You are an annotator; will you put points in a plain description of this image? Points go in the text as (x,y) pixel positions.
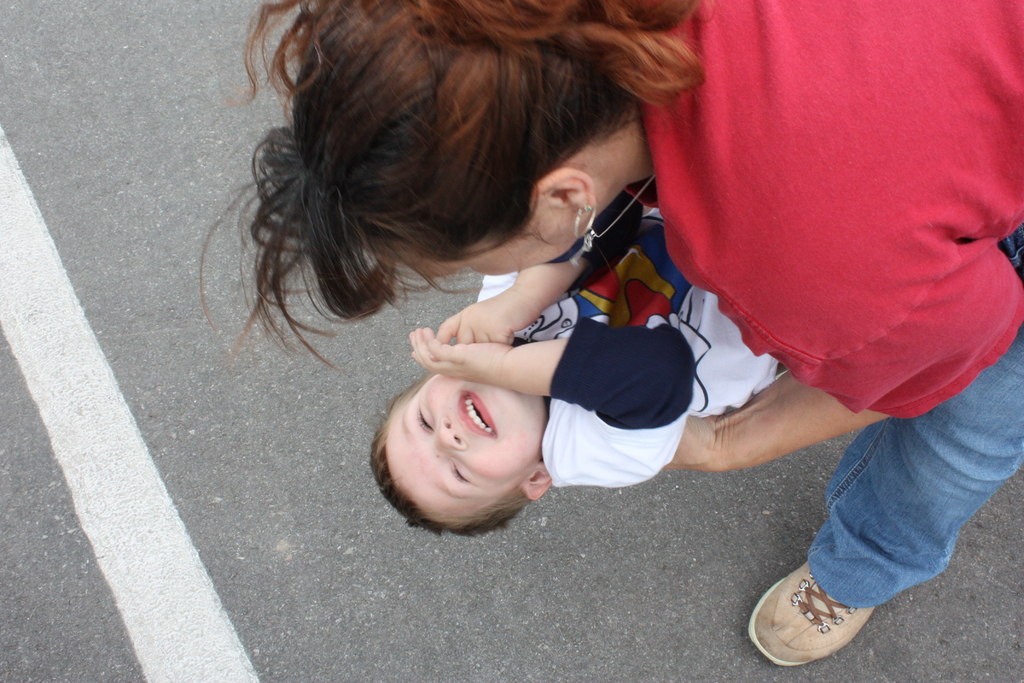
In the picture I can see the kid (601,380) is wearing white color t-shirt (599,339) and the woman (691,159) is wearing red color top (839,216) and blue jeans (936,465). The woman (934,468) is standing on the road (408,533). On the road (408,533) I can see white color line (90,490).
